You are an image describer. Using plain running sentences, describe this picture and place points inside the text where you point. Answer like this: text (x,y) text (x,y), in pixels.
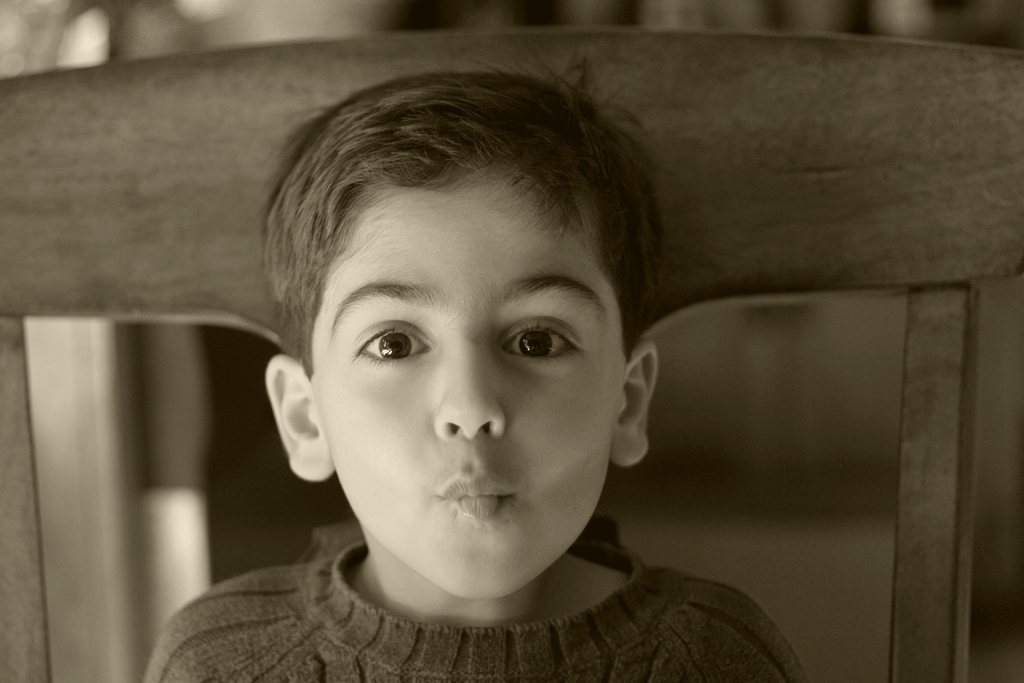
In this image I can see a boy (331,294) is sitting on the chair (666,103). I can see a black and white image.
